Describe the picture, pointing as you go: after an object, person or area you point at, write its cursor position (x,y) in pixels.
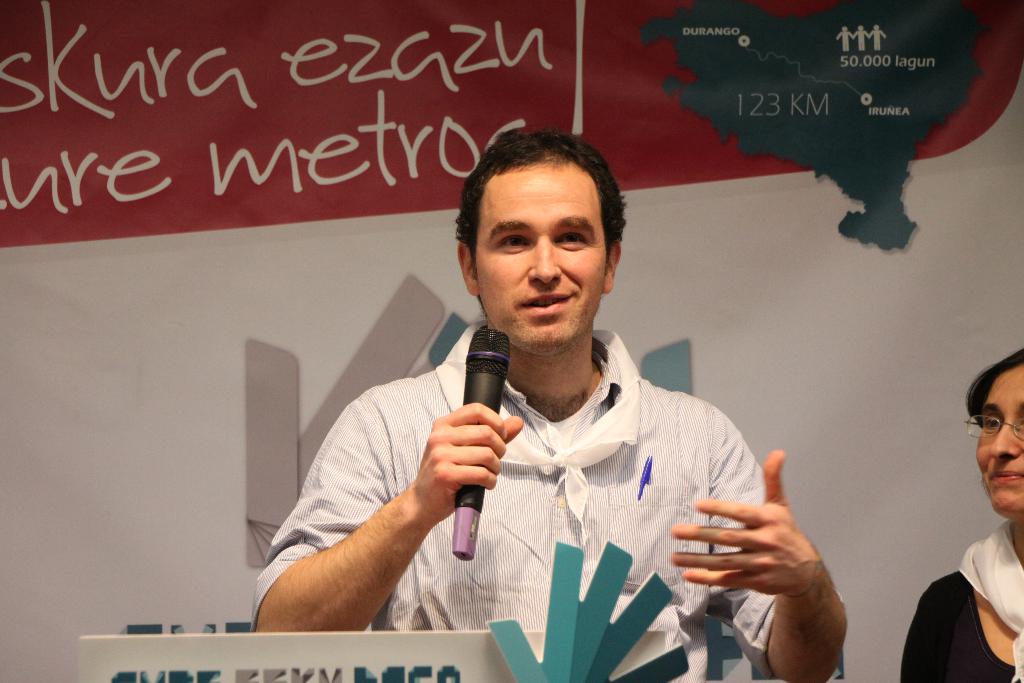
In this picture we can see a man (532,206) holding a mic (485,354) with his hand (429,498) and smiling, pen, woman (1012,376) wore a spectacle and in the background (321,138) we can see a banner (660,187).
